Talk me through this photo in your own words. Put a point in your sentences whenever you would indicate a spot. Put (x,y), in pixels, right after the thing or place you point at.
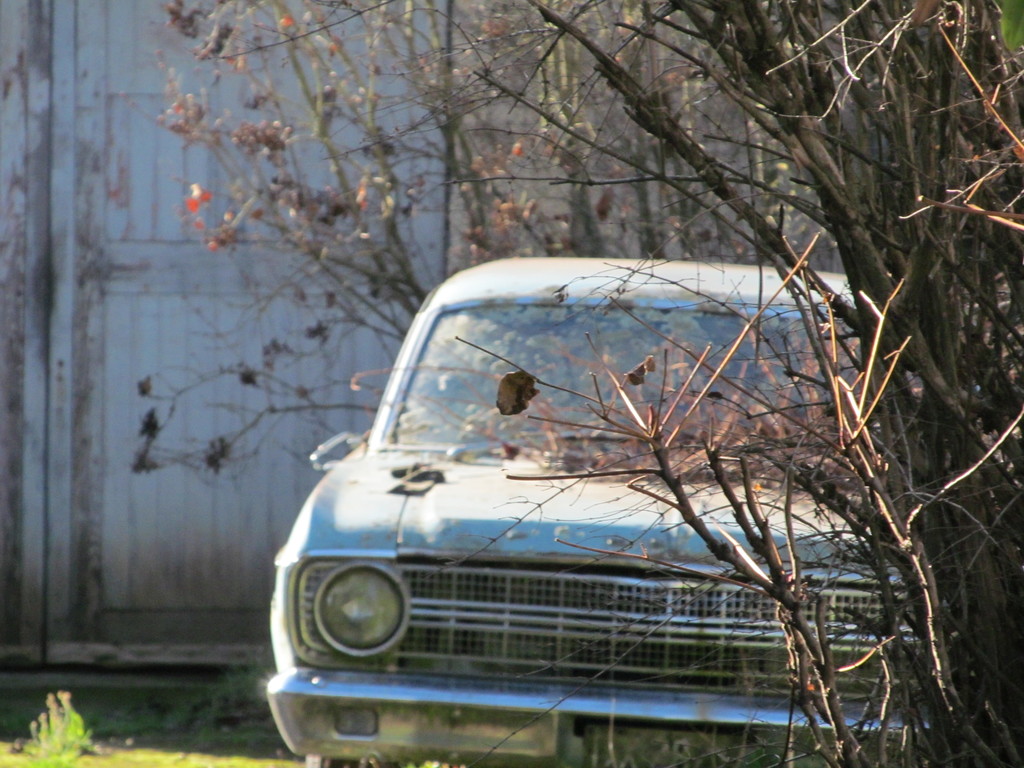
In this picture we can see a car (599,433), beside to the car (622,420) we can find few trees (709,173), in the background (194,308) we can see a wall (115,289).
